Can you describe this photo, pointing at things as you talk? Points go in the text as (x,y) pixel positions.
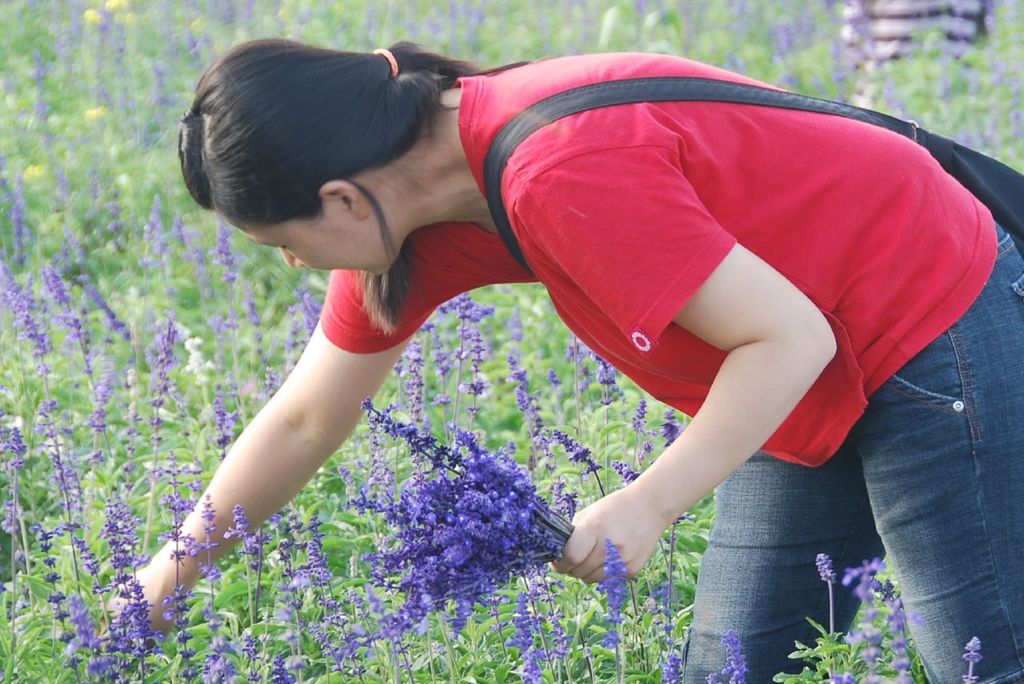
In this image there is a person (820,350) plucking the flowers (502,549) and we can see plants (432,317) with flowers (61,294).
